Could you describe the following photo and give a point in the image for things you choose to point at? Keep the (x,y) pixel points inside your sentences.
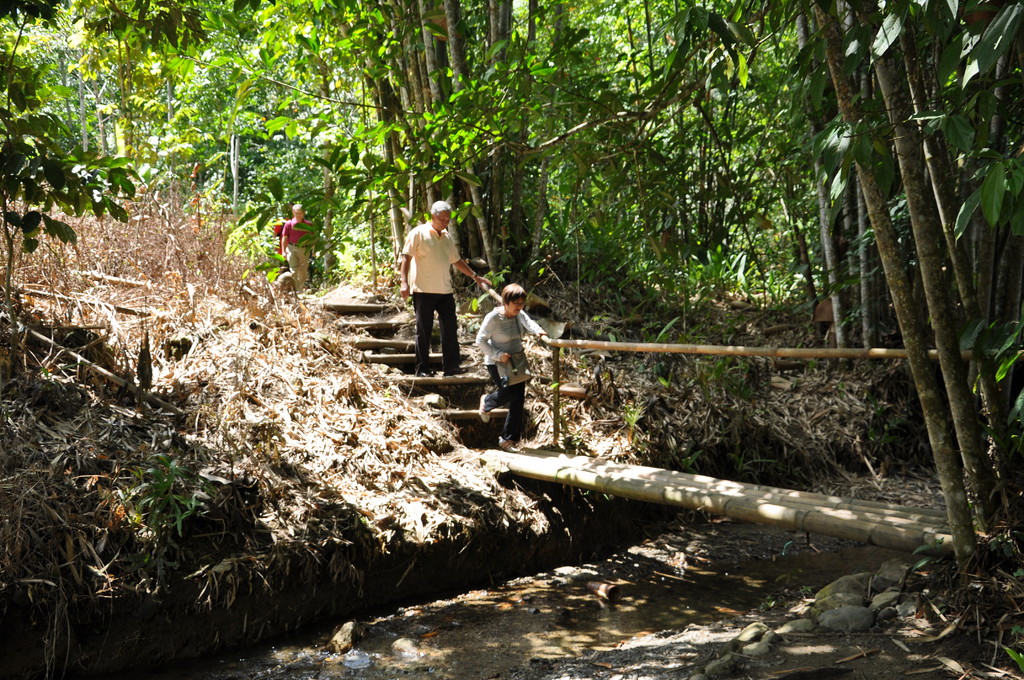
In the center of the image (463,380) we can see people (300,242) and there are stairs (455,411). At the bottom (543,468) there is a bridge (889,523). In the background (765,217) there are trees (801,193) and we can see grass (55,494).
